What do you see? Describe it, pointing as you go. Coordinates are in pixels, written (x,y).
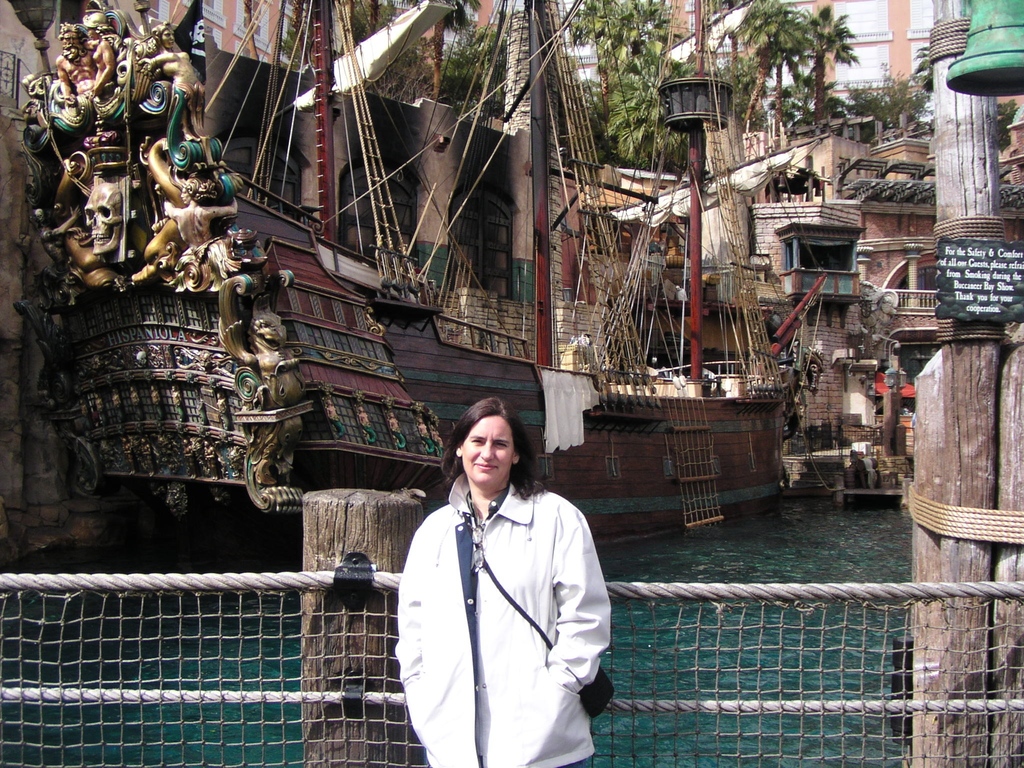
In the center of the image (571,366) we can see boats (629,266), trees (778,86), buildings (802,287), water (762,559) are there. At the bottom of the image (427,537) we can see a lady (520,589) is standing and mesh (843,604), wooden trunks (338,511) are present.
